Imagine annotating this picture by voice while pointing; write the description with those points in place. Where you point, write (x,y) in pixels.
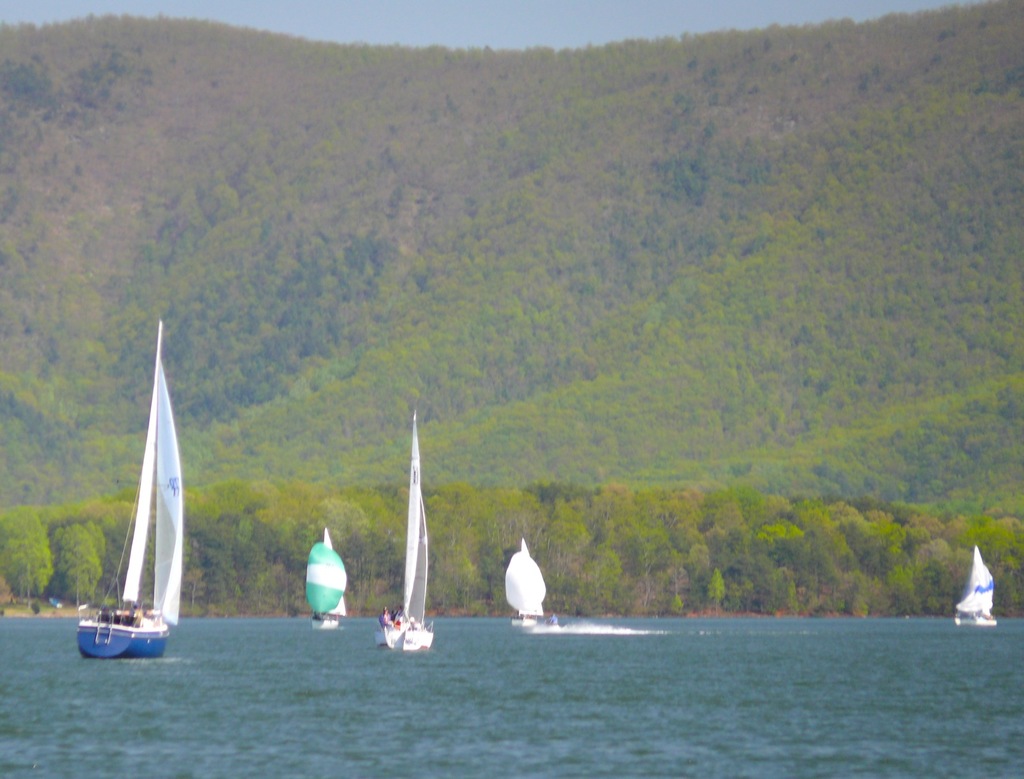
In this image, we can see people (143,609) on the boats (169,581) and in the background (446,259), there are trees (780,539) and we can see a hill (470,245). At the bottom (439,716), there is water (633,717) and at the top (385,34), there is sky (412,30).
